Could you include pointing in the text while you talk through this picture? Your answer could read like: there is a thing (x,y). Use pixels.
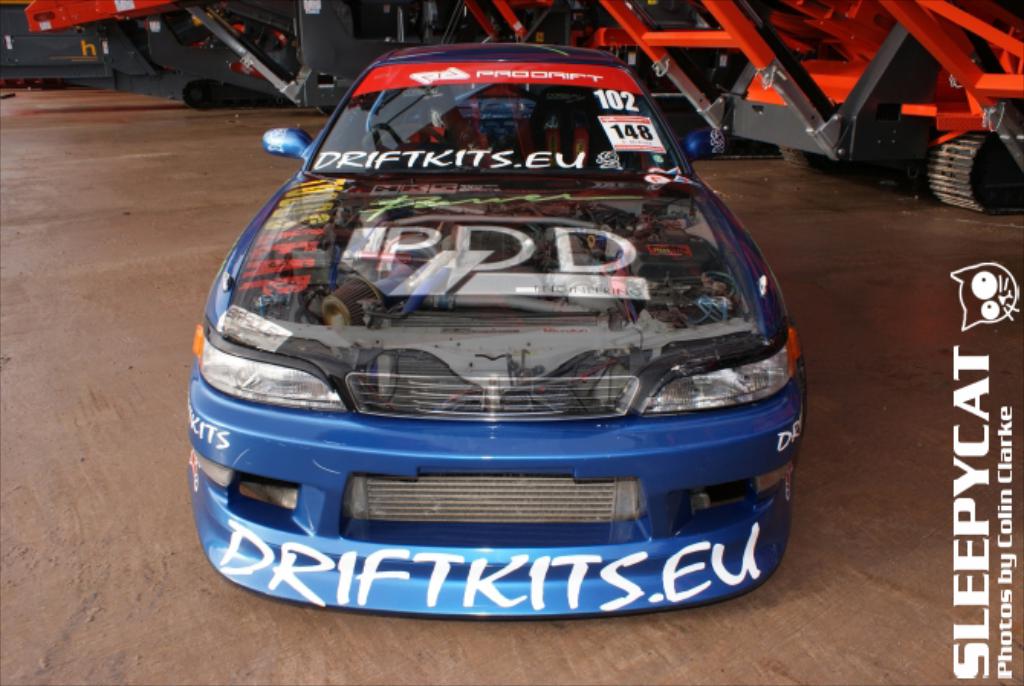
In this image, we can see some vehicles (530,55). We can also see the ground (150,361). We can see some text (970,649) on the right (970,360).
